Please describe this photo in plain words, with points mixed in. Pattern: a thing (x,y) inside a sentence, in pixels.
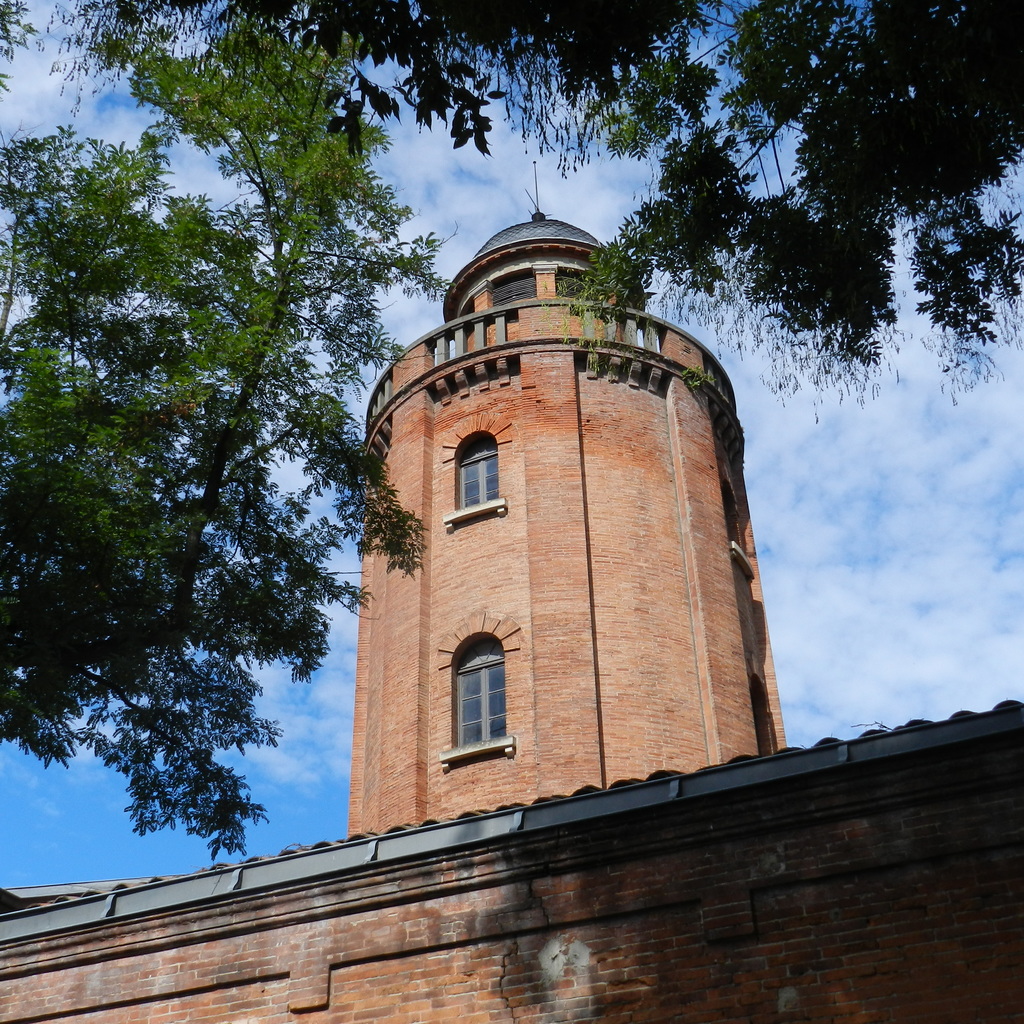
At the bottom of this image (619,894), there is a brick wall (135,960) of a building (512,822), which is having a roof (884,741) and glass windows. At the top of this image (911,116), there are branches (324,65) of the trees (465,51) which are having green color leaves (20,488). In the background (892,456), there are clouds (425,130) in the blue sky (235,762).
